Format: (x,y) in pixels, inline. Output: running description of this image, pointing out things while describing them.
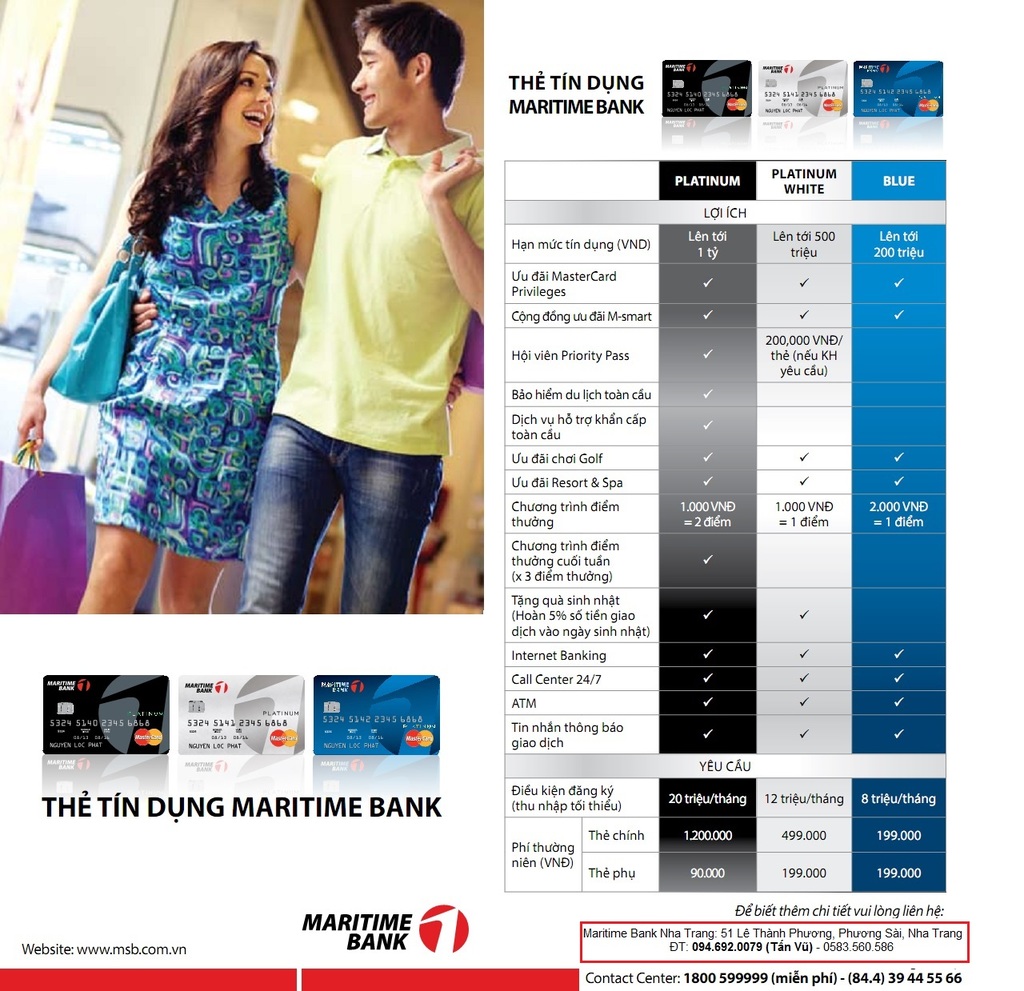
In the image we can see there is a poster (183,311) in which people (310,336) are standing and holding bags (63,371) in their hand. There are three master cards (422,721) and beside there is a comparison chart (710,542).
